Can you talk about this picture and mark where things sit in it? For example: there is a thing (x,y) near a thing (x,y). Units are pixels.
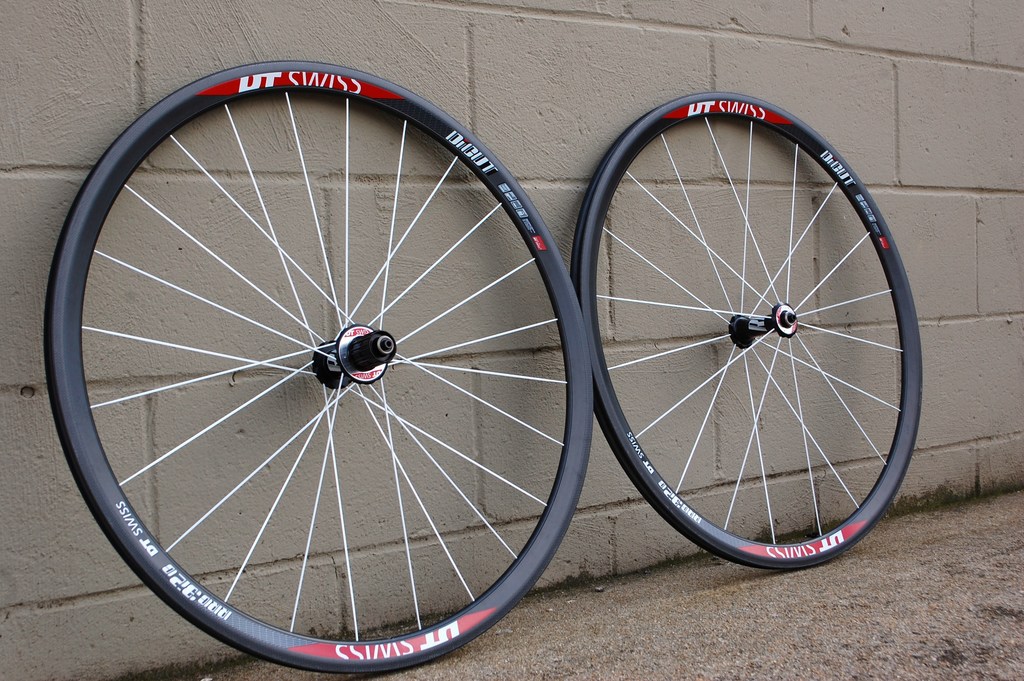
In this picture I can observe two wheels (471,295) of a bicycle (586,310). In the background (537,299) I can observe wall (790,79).
